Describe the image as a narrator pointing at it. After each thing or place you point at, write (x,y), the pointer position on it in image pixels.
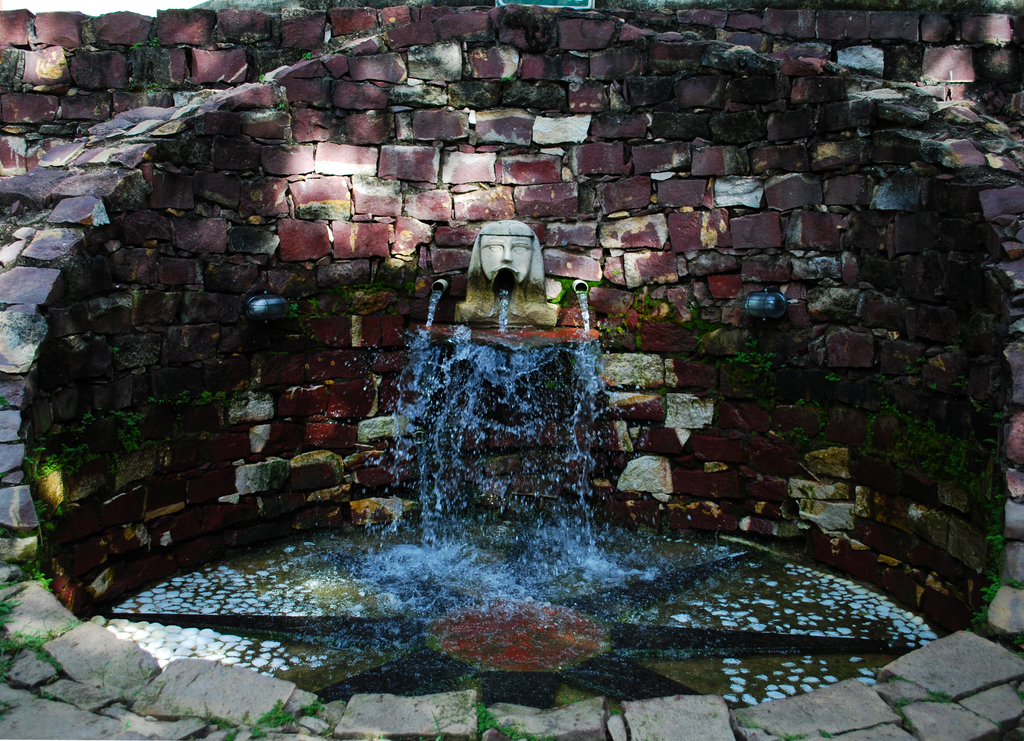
In this picture we can see water (555,374) and few rocks (563,195), at the bottom of the image (276,718) we can see grass (263,714).
